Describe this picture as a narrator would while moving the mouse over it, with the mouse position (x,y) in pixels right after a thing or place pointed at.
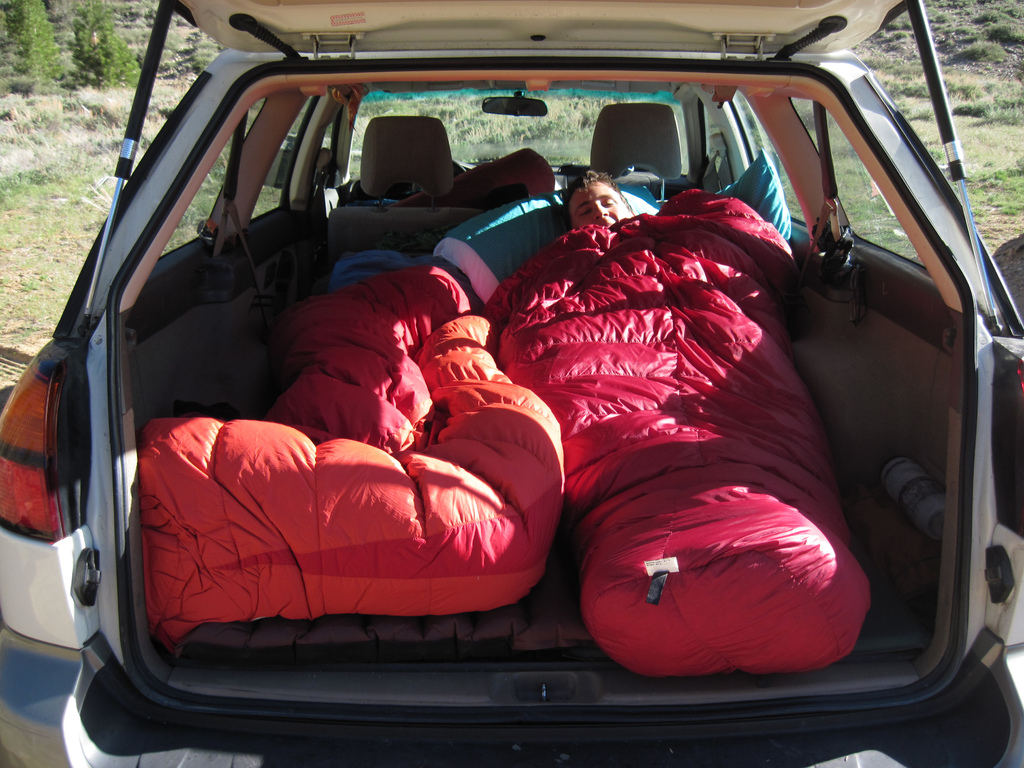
In this image we can see a person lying in a car (108,242). In the background of the image (66,31) there are plants (44,60), grass (66,162).
